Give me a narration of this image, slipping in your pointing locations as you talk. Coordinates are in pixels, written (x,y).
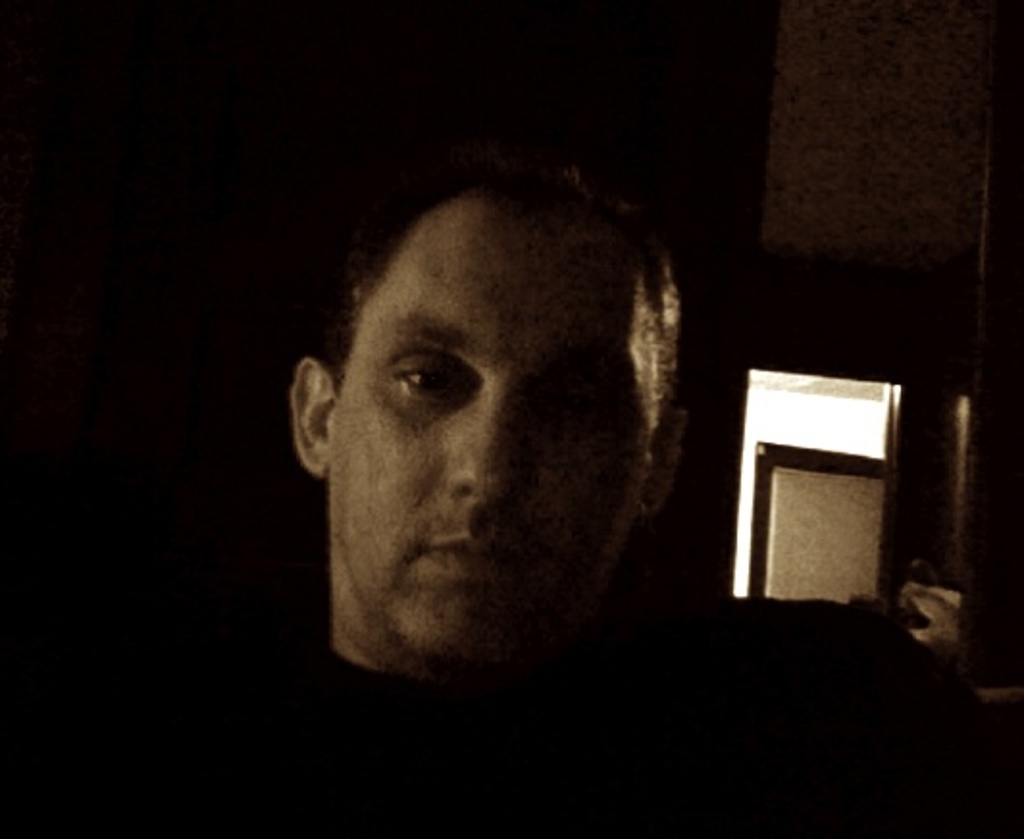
In this image in the foreground (438,563) there is one person (453,519), and in the background (667,542) there is a wall (734,503) and door (865,560).
